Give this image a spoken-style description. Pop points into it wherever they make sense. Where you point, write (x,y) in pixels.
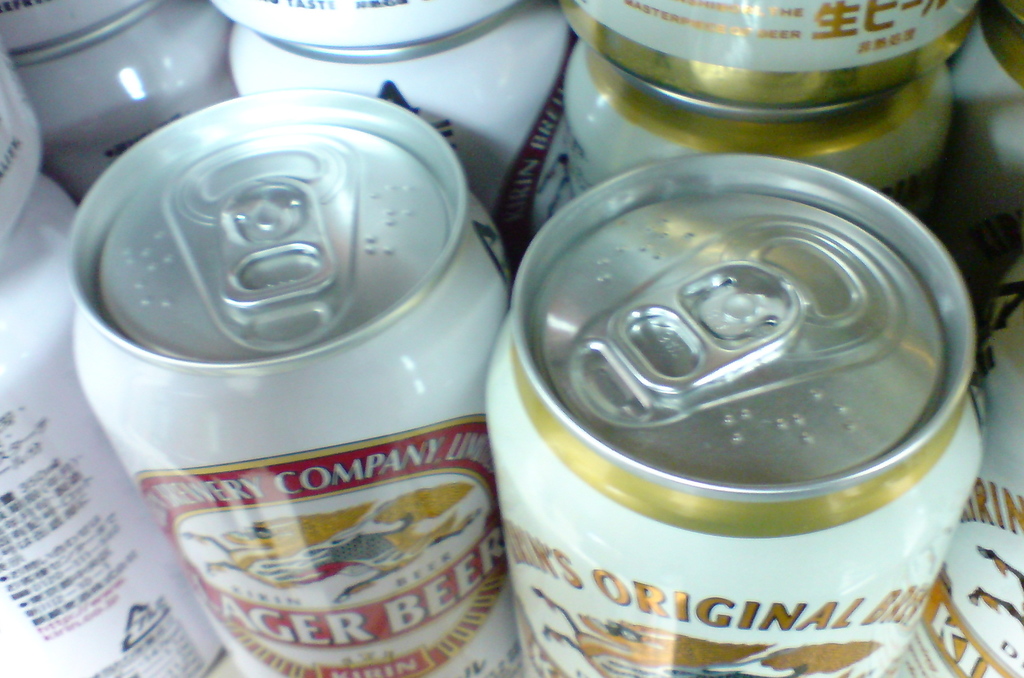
In this image I can see few beer tins (331,459) which are white in color and something is printed on them.
